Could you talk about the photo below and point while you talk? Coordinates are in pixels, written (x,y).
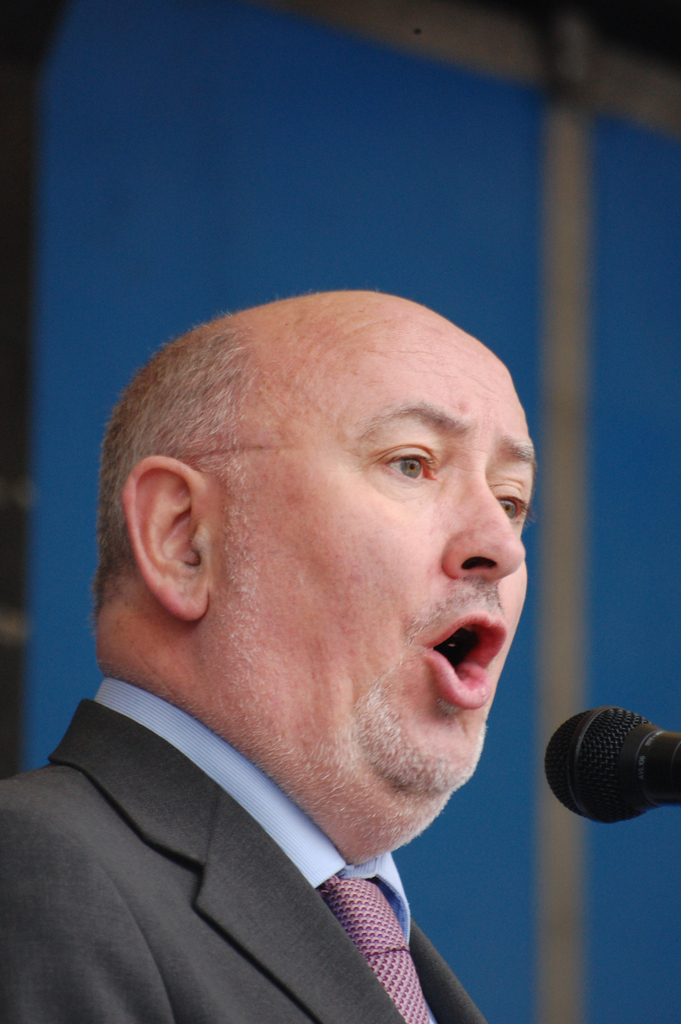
In this image, we can see a man (297,843) in a suit (274,858) talking in-front of a microphone (581,752). Background (677,912) we can see blur view. Here we can see blue color.
